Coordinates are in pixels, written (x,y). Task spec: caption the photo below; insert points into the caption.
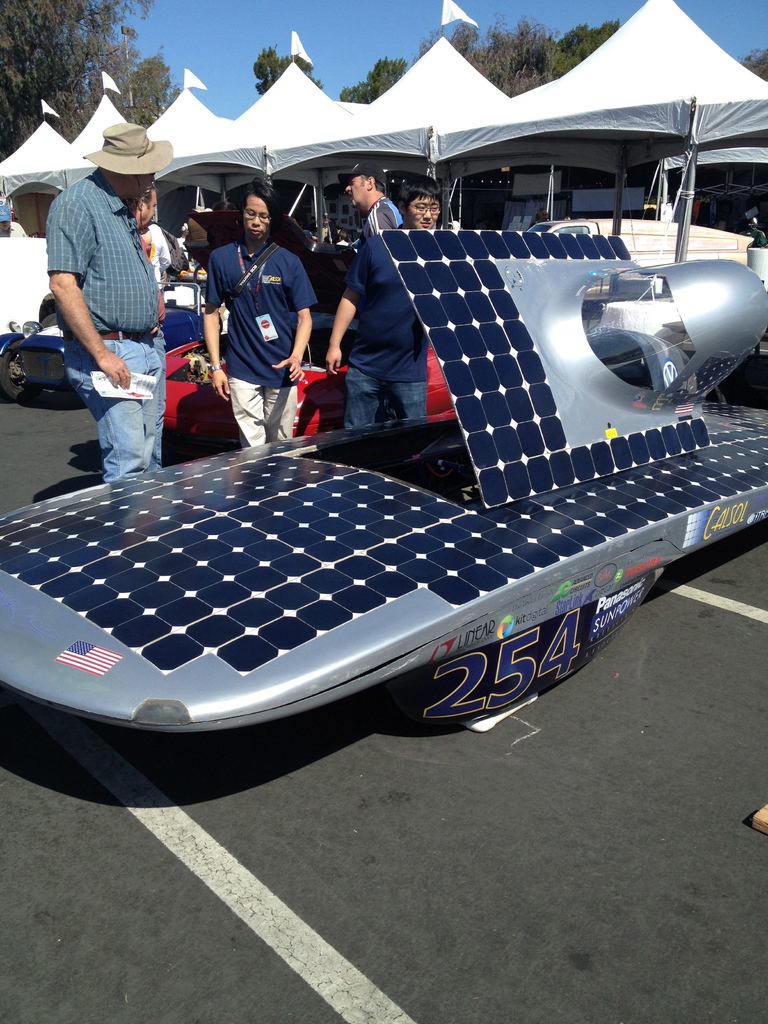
In this image we can see many trees (48,33). There is a sky (230,43) in the image. There are many people (366,375) in the image. A person (156,292) is holding an object (135,396) in his hand (121,377) at the left side of the image (134,385). There are many vehicles (312,420) in the image. There is a some text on the car (290,461). A person (119,189) is wearing objects (268,339) in the image.
